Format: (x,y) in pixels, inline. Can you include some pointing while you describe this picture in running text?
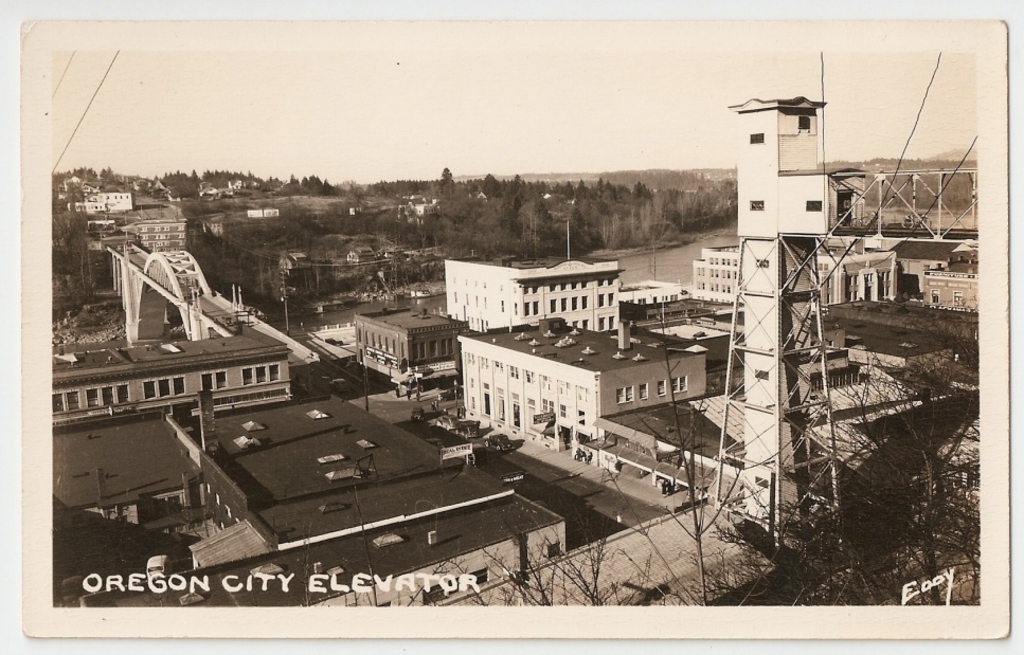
In this picture there is a top view of the town (231,473). In the front (653,549) we can see a metal frame elevator tower (781,201), iron white color bridge (206,313) and some houses (205,339) around it. In the background (462,198) there are many trees (599,243). In the front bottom side we can see a small text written on the image.
